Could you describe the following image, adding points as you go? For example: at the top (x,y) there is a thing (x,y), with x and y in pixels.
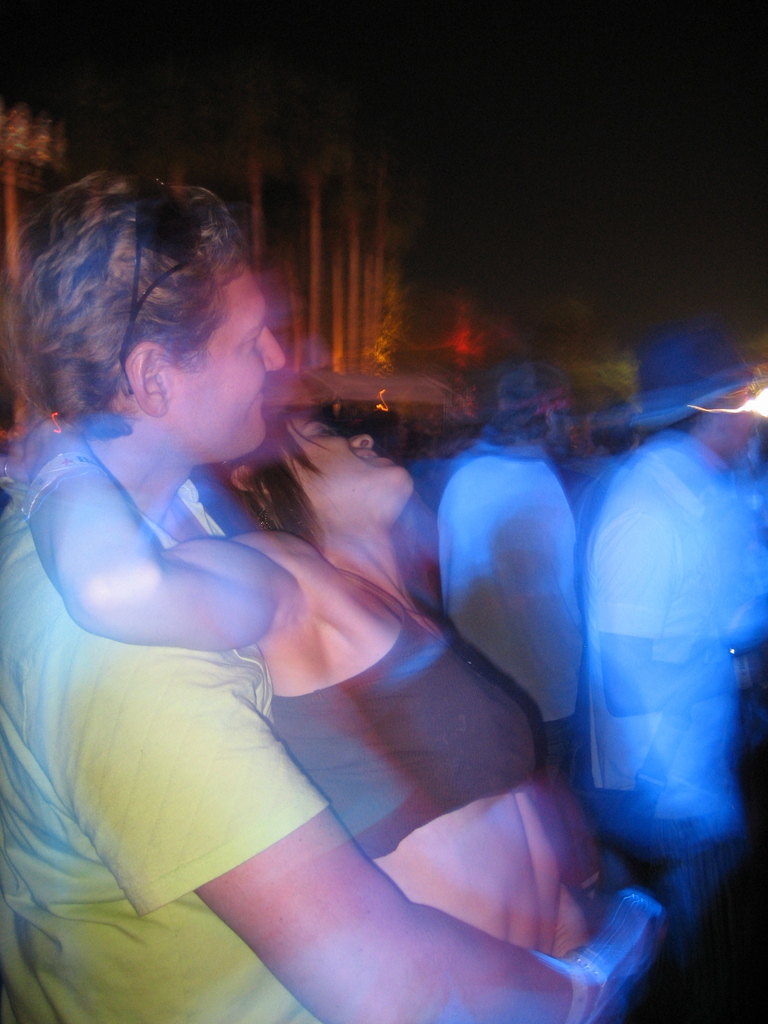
In this image we can see a man (196,815) and a lady (307,562) standing. In the background (532,417) there are lights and we can see people (534,475).
